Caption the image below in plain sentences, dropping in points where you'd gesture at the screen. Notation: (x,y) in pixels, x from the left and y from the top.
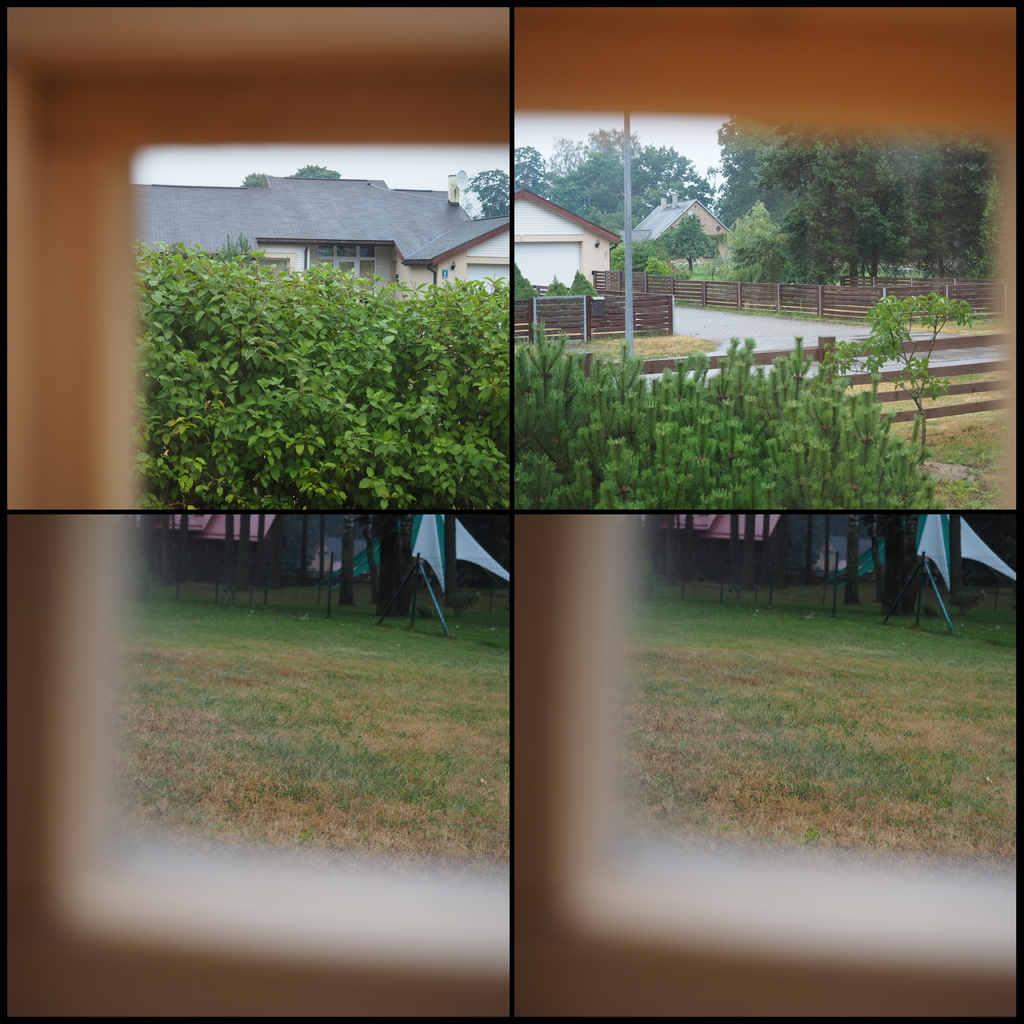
This is a collage image, we can see some plants (285,315) and there is grass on the ground (896,403), we can see a house (589,221) and there is a fence (710,286) and we can see flags (948,546).
